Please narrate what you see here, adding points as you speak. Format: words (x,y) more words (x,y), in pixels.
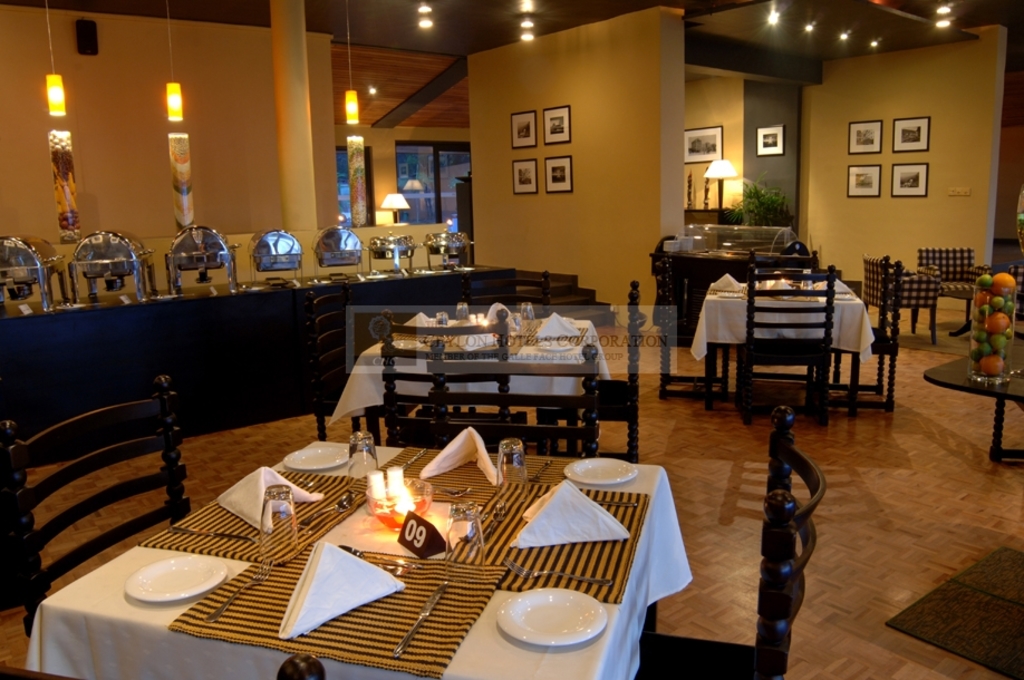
In this image I can see a table (442,622) and on the table (431,623) I can see few clothes (437,634), few tissues (366,578), few plates (556,609), few glasses (349,451), few spoons (459,487) and few candles (397,488) and I can see few chairs (457,396) around it. In the background (237,342) I can see a black colored table (211,340) and on the table (202,327), few food warmers (383,256). I can see few chairs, few couches (905,276), few walls (879,227), few photo frames (909,172) attached to the walls (598,170) and few lights (718,157).
